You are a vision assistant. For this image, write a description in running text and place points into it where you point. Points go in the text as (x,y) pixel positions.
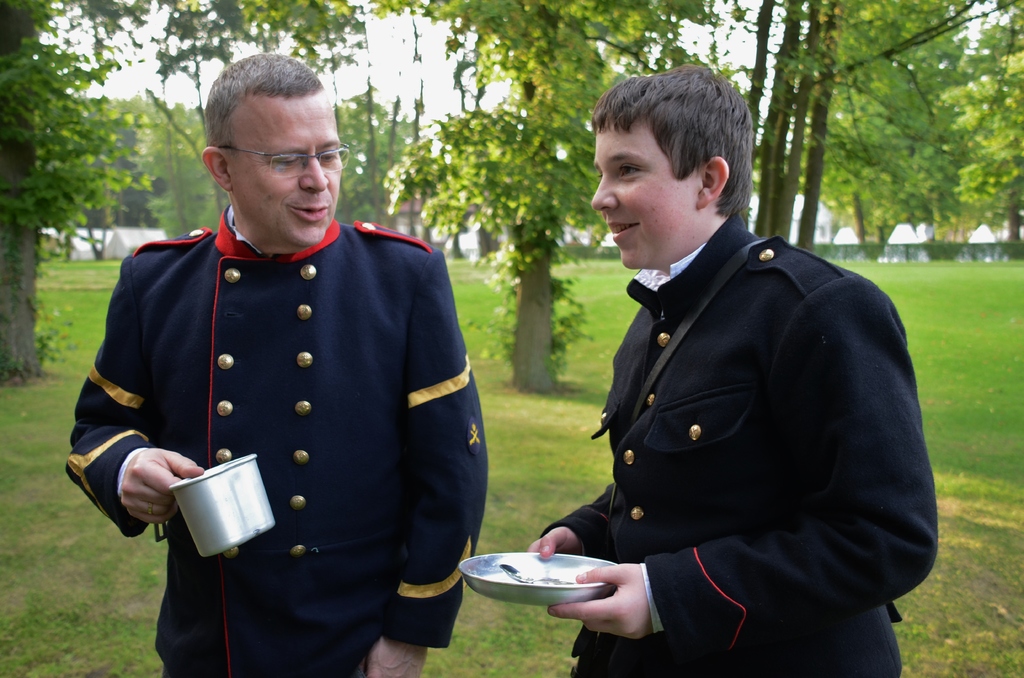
Here in this picture we can see a couple of people (341,278) standing on the ground (530,490), which is fully covered with grass (83,572) over there and both of them are wearing black colored suit (331,335) on them and the person (626,494) on the right side (688,539) is holding a plate (565,555) and the person (270,278) on the left side (269,451) is holding a glass (231,479) in his hand (197,465) and both of them are smiling and behind them we can see trees (550,260) present all over there.
